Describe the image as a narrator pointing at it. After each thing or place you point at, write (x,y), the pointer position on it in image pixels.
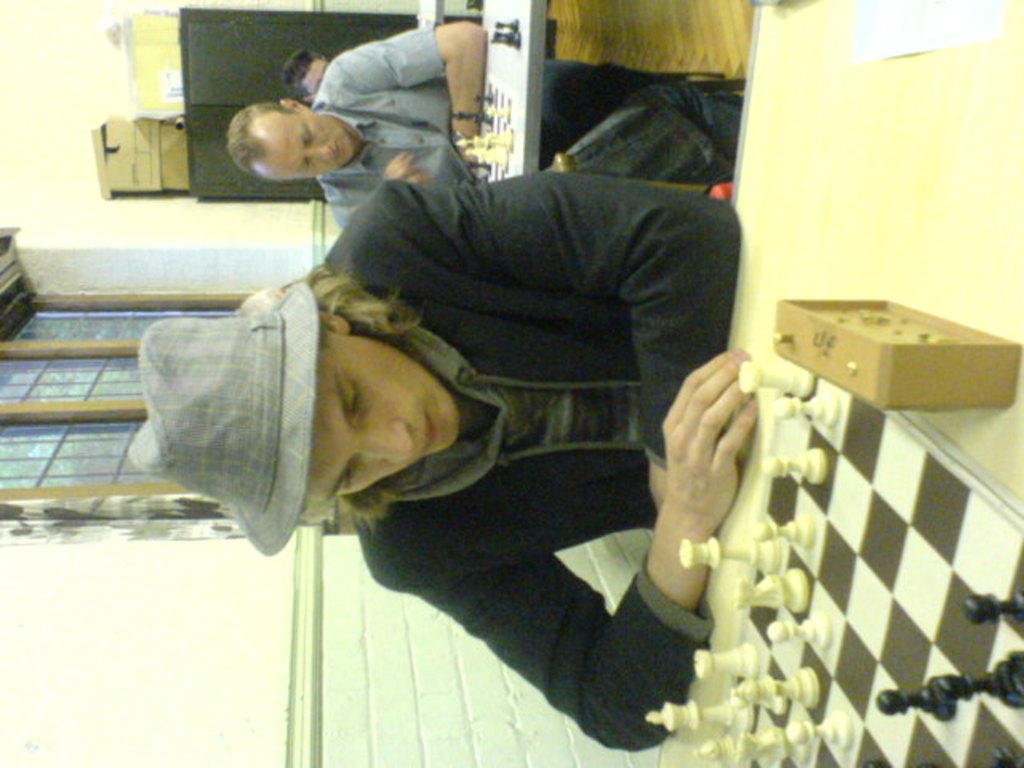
In this image we can see three persons (554,304) sitting and playing the chess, on the left side of the image (109,726) we can see the wall (126,557) and window (96,397), in the background (230,171) we can see a cupboard (220,114) with some objects (166,43) on it.
